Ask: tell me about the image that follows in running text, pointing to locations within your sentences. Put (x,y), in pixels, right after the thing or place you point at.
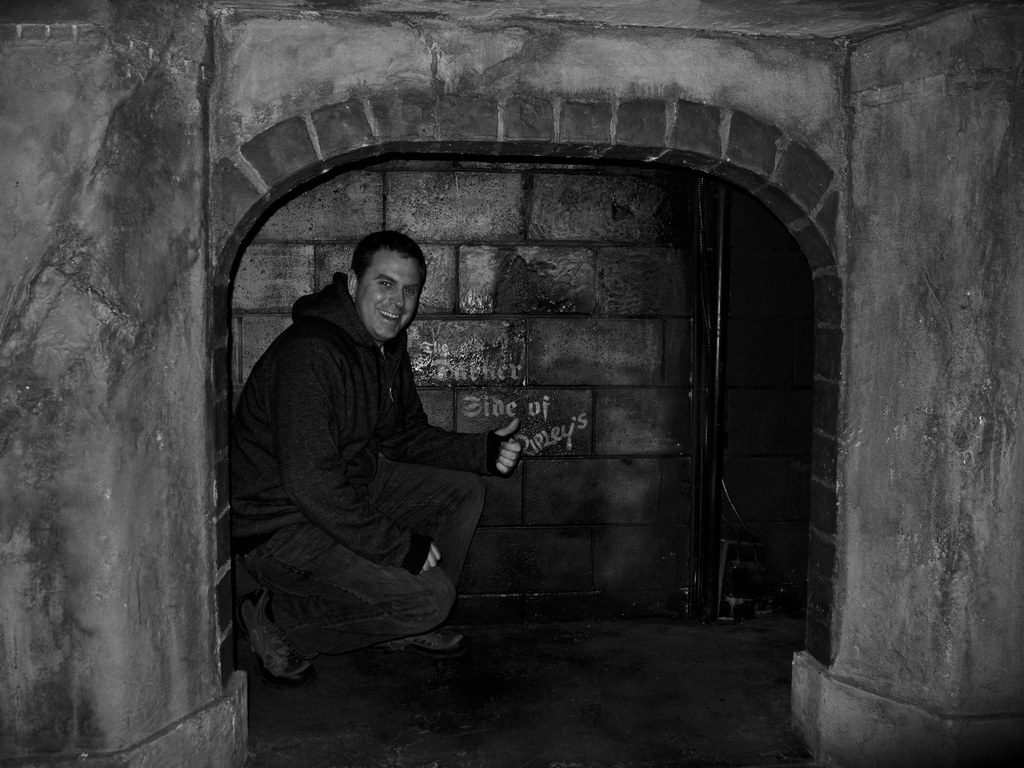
This image is a black and white image. In this image there is a den (332,212) with walls (572,253). In the middle of the image (410,363) a man (399,382) is sitting in the den (266,323) with a smiling face (378,260).
